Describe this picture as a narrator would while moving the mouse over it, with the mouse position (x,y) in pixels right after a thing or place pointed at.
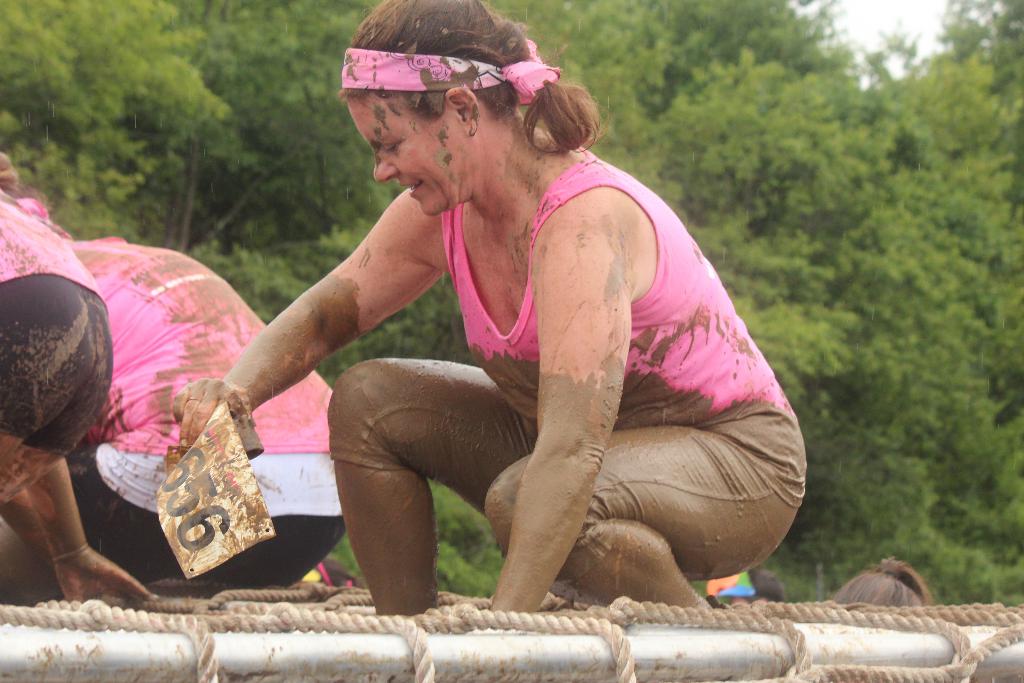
In this picture I can see a woman (250,436) holding a paper (204,478) in her hand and I can see mud (528,530) on her body (447,379) and I can see couple of them on the side and I can see ropes (960,645) to the metal rods (508,641) and trees (683,27).
